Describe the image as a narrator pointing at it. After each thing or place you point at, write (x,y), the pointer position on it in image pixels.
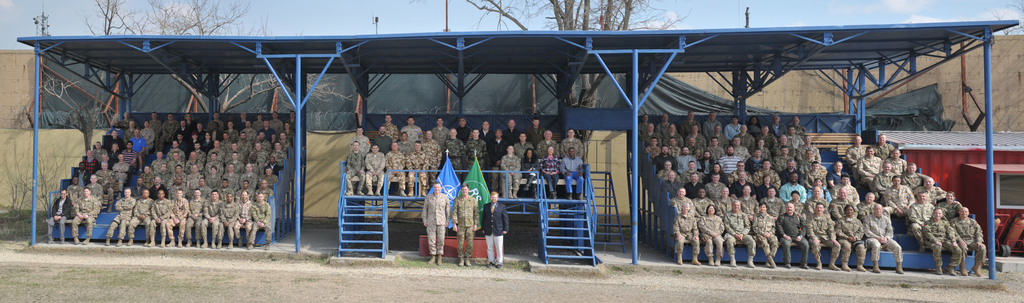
In the foreground of this picture (467,233), there are three men (470,232) standing on the ground (625,282). Behind them there are two flags (452,177). In the background (217,198), there is a crowd (209,179) sitting under the shed (444,66). On the top (336,6), there are poles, trees (628,3), sky (412,7) and the cloud (297,2).
